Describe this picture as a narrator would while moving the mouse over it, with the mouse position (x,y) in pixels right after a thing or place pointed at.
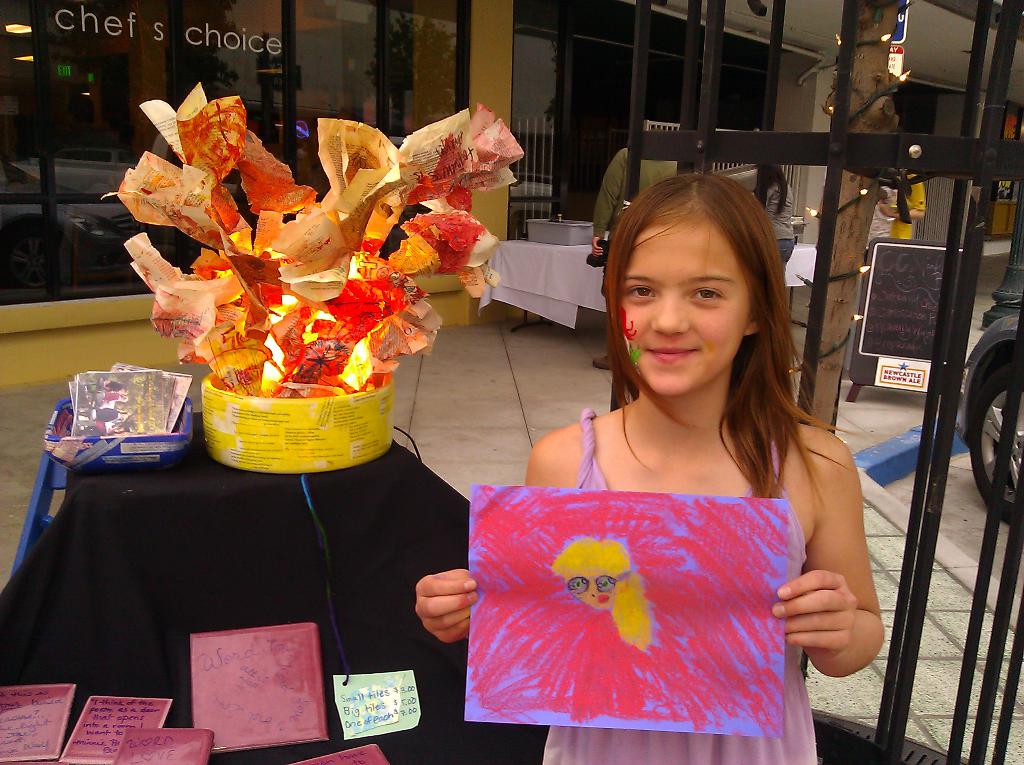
There is a kid (722,434) standing and holding a paper (722,645) in her hands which has something drawn on it and there are some other objects (323,502) behind her.
